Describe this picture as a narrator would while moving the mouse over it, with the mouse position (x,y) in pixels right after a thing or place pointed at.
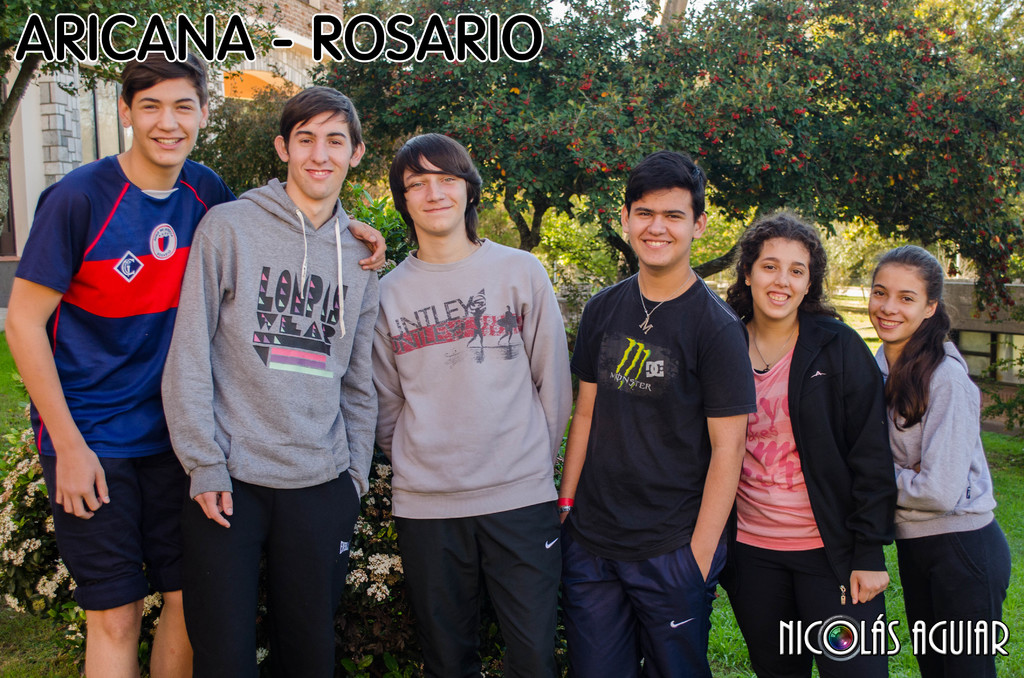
In this image there are people (586,412) standing, in the background (609,171) there are trees (790,96), in the top left (21,42) there is text (36,17), in the bottom right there is text (906,645).
